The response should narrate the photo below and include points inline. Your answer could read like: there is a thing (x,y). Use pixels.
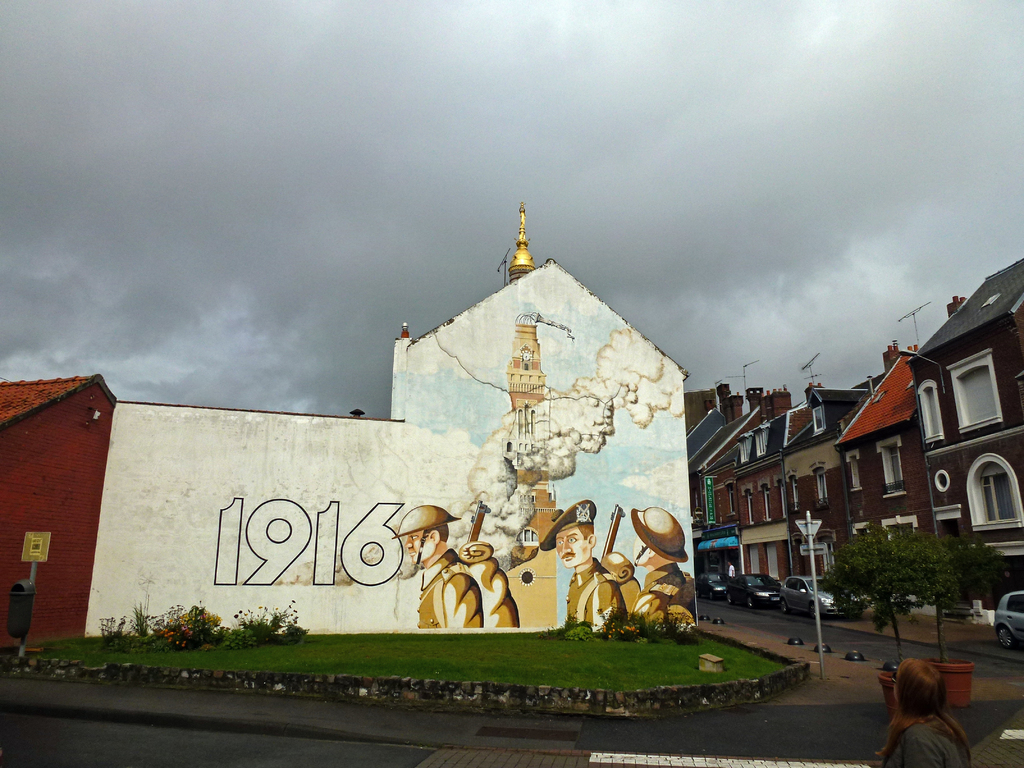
In this picture I can see there is a building (447,402) and there is some painting (378,521) on it and there is a walkway (841,727) here and there is a person (894,686) walking at right side (910,750). There are few buildings (888,474) at right side (926,439) and the sky (459,59) is cloudy.
